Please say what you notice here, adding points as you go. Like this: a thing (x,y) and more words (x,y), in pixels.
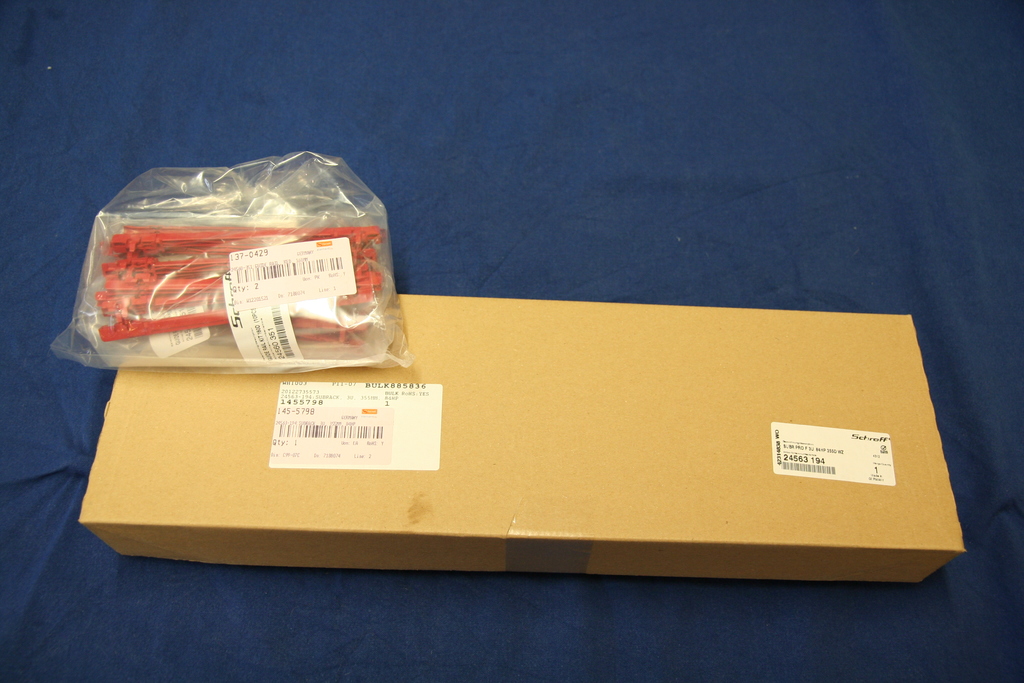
In this image, we can see a table (541,606), on that table (229,586), we can see a blue colored cloth (151,625) and a box (742,538) and a cover (210,353). In the cover (191,365), we can see few instruments (363,257).
